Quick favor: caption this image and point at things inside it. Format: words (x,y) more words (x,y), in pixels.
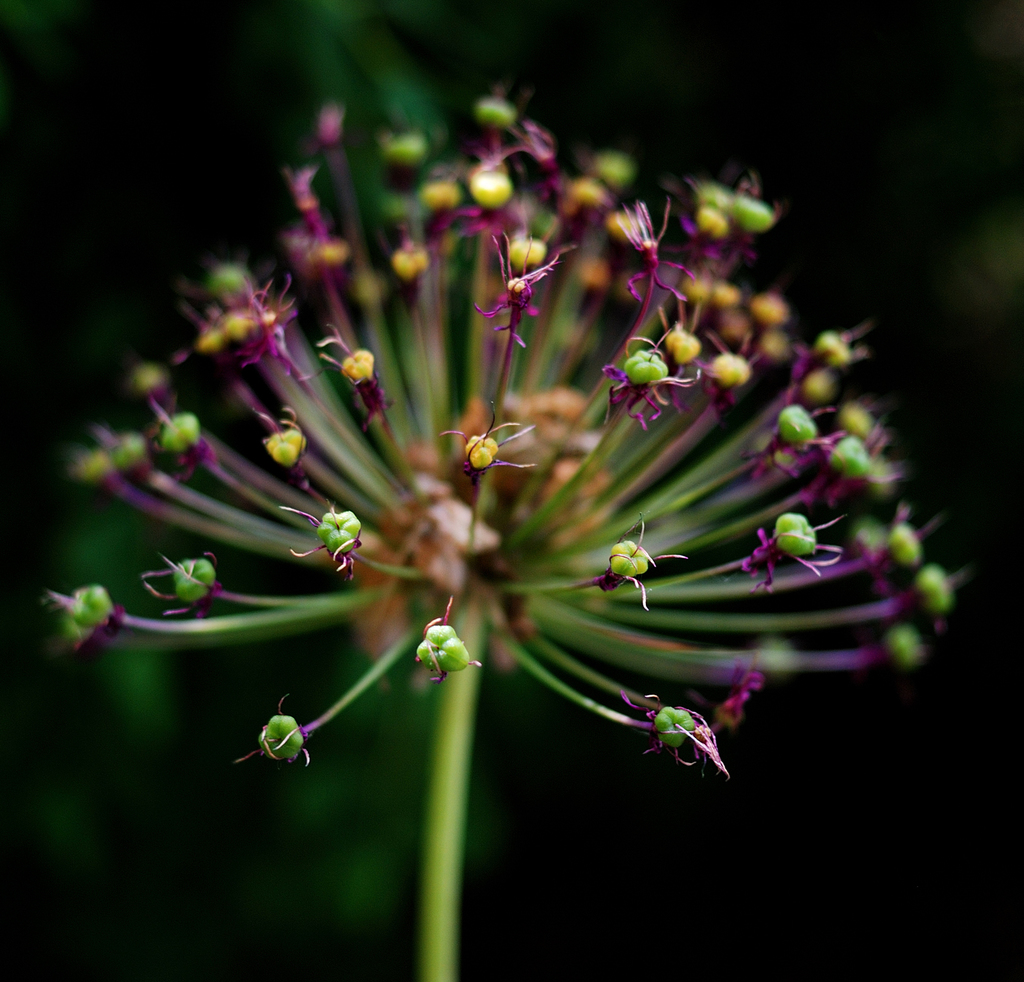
Here we can see buds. Background (380,959) it is dark.
